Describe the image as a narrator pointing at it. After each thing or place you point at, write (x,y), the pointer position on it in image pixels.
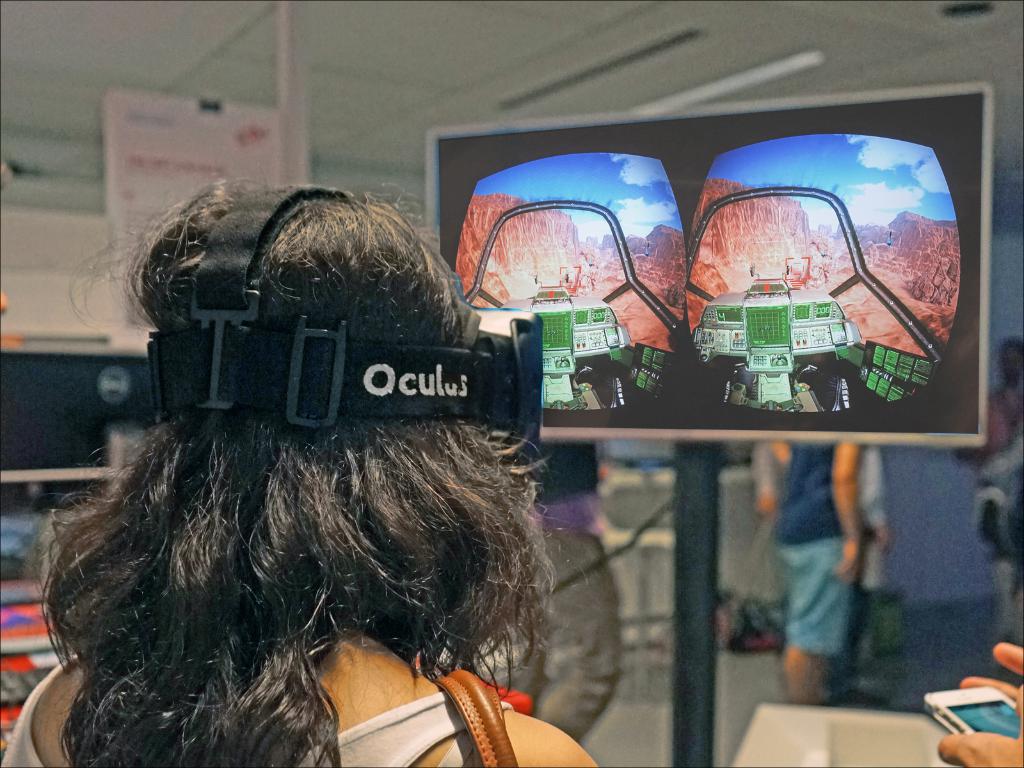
In this picture we can see a person (407,501) wearing a black object (376,361) on the head (314,431). We can see some text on the black object (293,420). There is a phone (965,706) visible in the hands (985,678) of a person (979,751) in the bottom right (1011,757). We can see screen (891,374) a few people (844,485) and other objects (10,519) in the background (13,593). Background (1013,263) is blurry.
